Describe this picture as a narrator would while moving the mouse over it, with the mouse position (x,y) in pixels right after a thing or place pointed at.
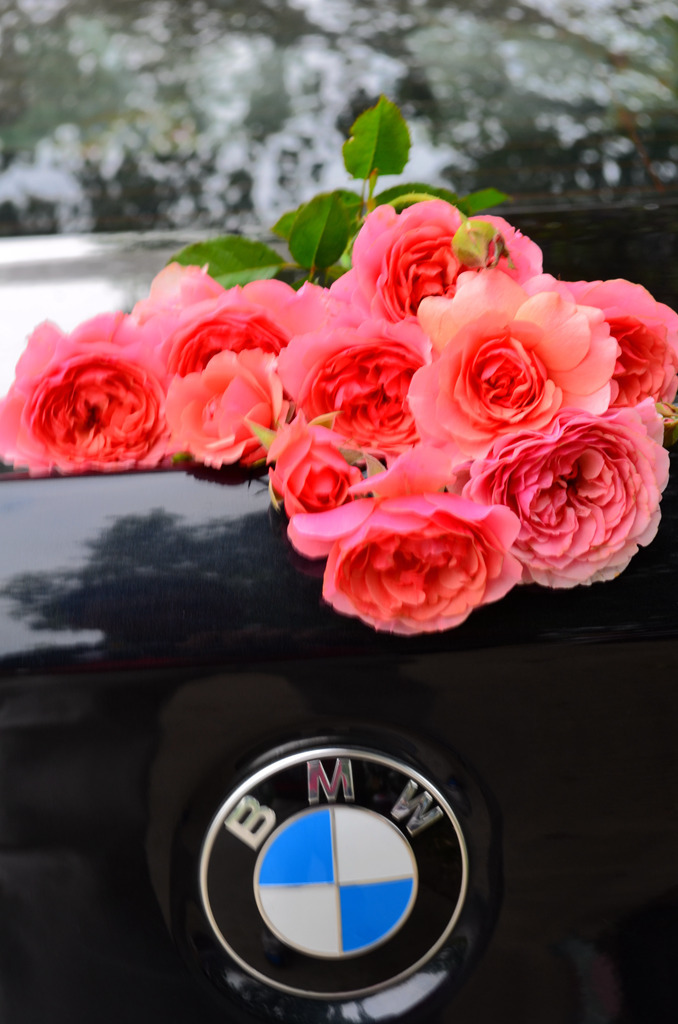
In this image we can see roses (520,535) placed on the car (395,728).
